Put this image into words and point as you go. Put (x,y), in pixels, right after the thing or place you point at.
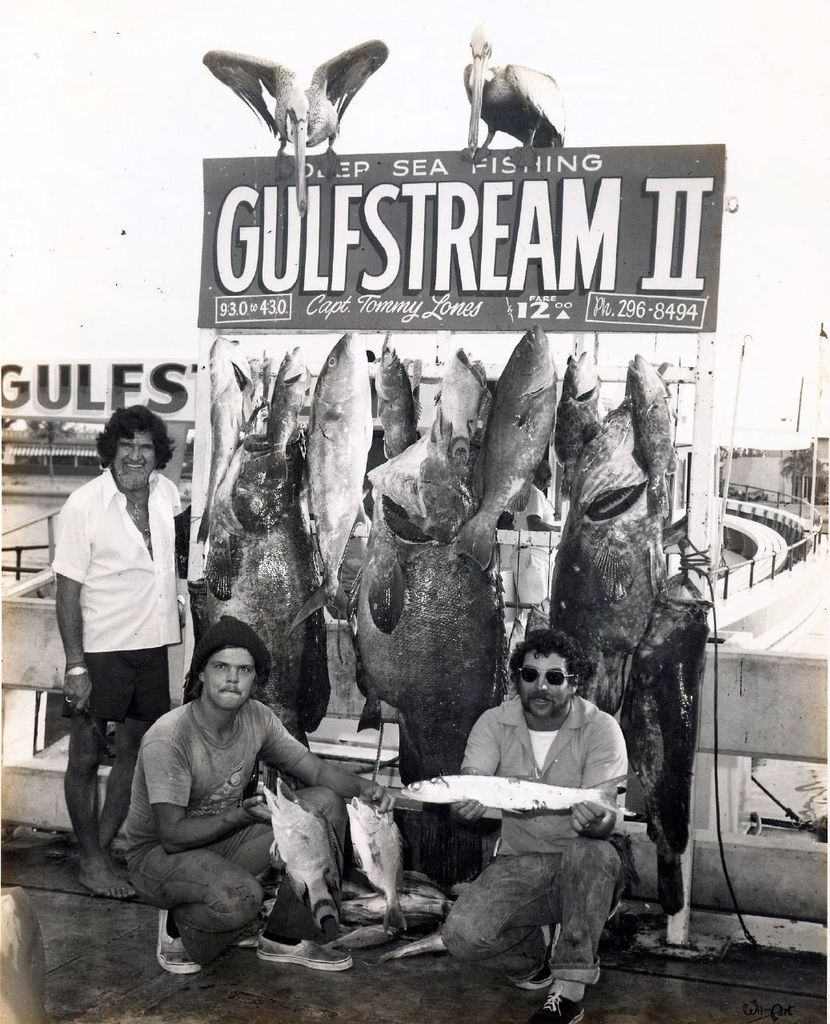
There are two persons (336,795) holding fishes (294,816) in their hands (262,815) and there are few fishes (388,544) and a person (156,586) standing behind them.
